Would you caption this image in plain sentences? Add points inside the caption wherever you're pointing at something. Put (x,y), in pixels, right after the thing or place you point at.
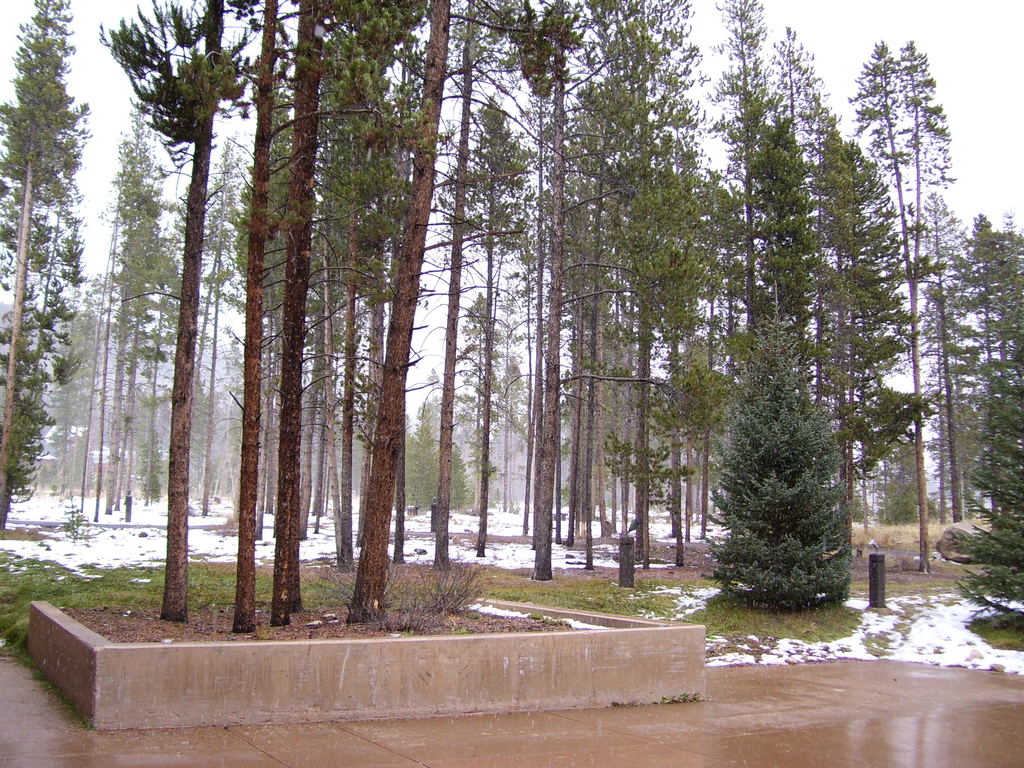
In this image I can see number of trees (578,456), grass (629,594) and snow (938,654) on ground (899,644).
